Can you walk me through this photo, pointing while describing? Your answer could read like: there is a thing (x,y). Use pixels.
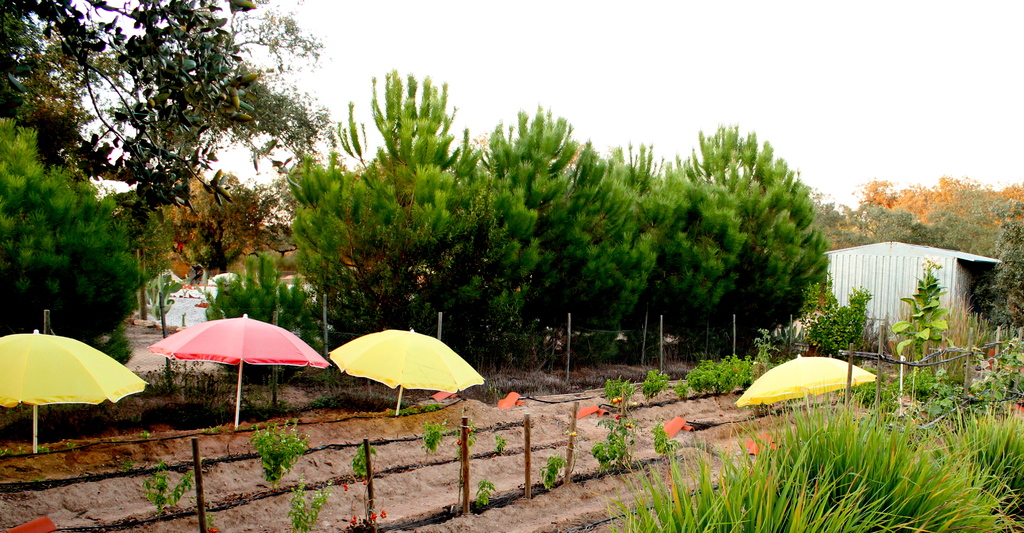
In this picture there are umbrellas (30,343) and a boundary (463,468) at the bottom side of the image (363,384) and there is greenery (677,283) around the area of the image, there is a shed (861,286) on the right side of the image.
